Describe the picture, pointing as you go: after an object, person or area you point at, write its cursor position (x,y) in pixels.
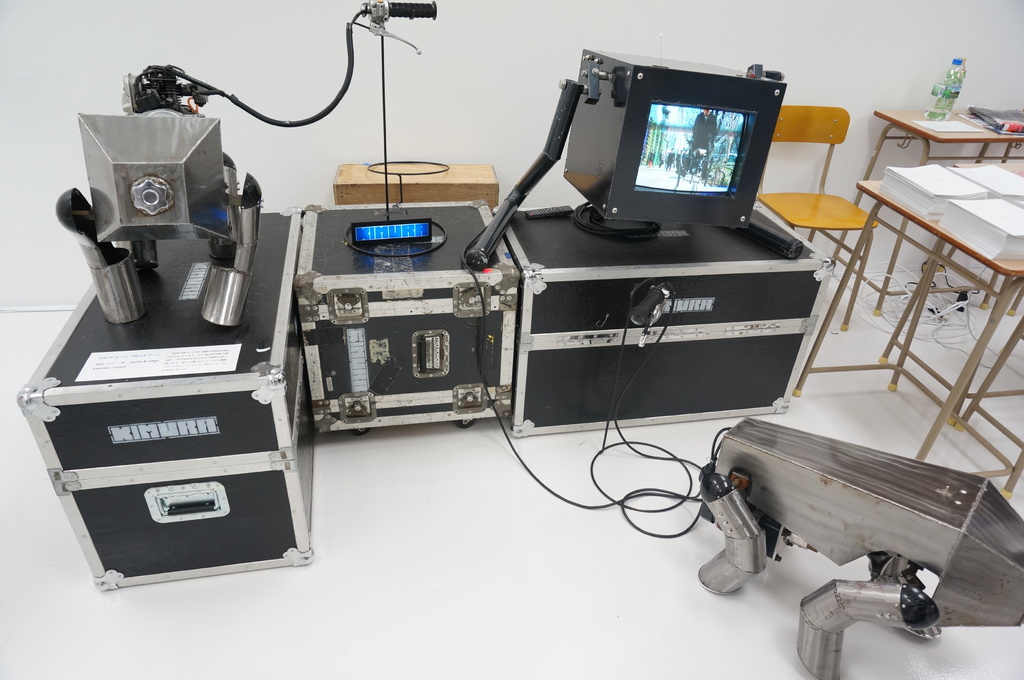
In this picture, there is a equipment (409,346) and a monitor (632,210) here. There are some chairs (805,223), table (922,226) on which some papers (950,193) were placed. In the background (758,61) there is a wall (126,47).
